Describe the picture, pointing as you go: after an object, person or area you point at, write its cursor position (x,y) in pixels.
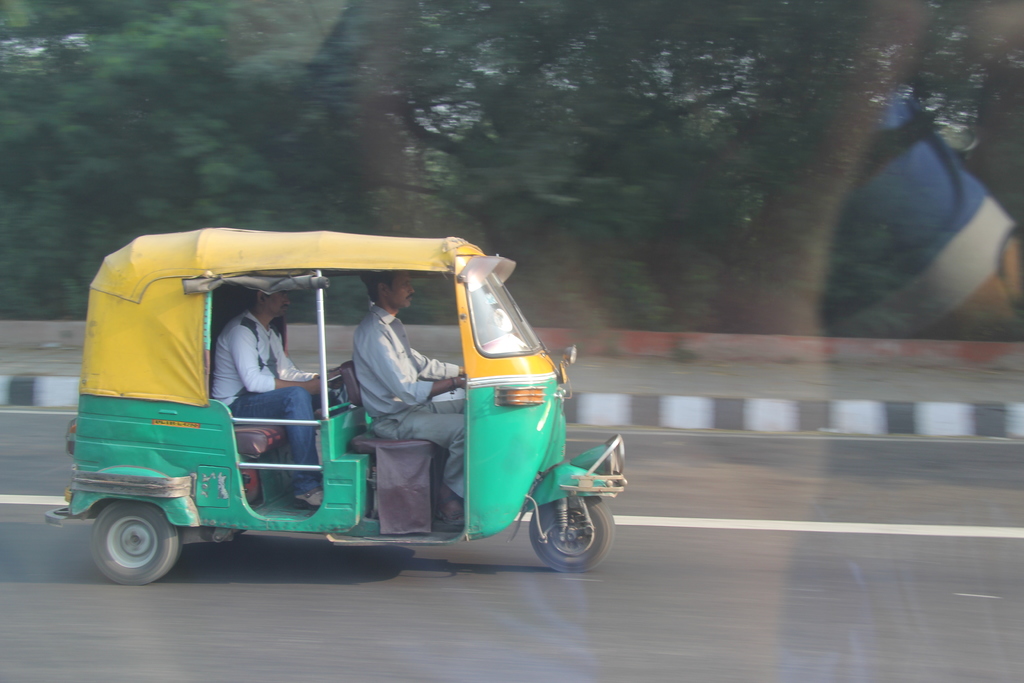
In this image I can see an auto (208,300) on the road (362,640) which is going towards the right side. Beside the road (966,632) there is a footpath (692,385). On the top of the image (554,92) I can see the trees (554,92). Inside the auto (158,443) I can see two men (250,342) are sitting.
